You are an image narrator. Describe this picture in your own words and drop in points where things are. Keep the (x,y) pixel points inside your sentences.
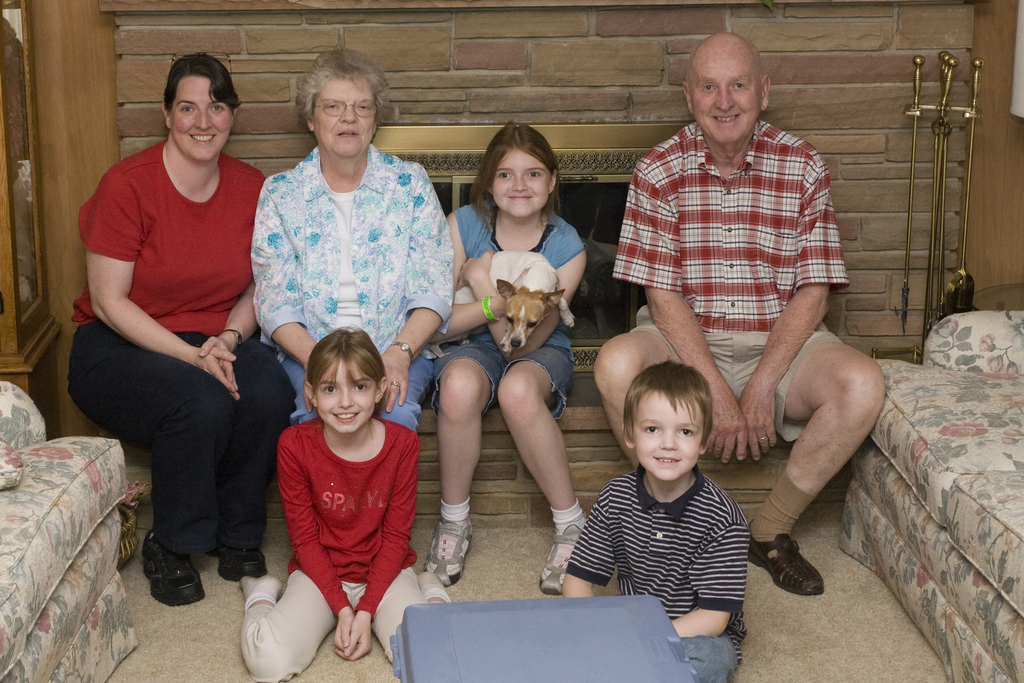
In this picture I can observe few people (519,360) and a dog (505,280) in the middle of the picture (517,309). I can observe women (347,249), children (623,541) and a man (737,332) in this picture. In the background (292,60) I can observe wall (480,51).
